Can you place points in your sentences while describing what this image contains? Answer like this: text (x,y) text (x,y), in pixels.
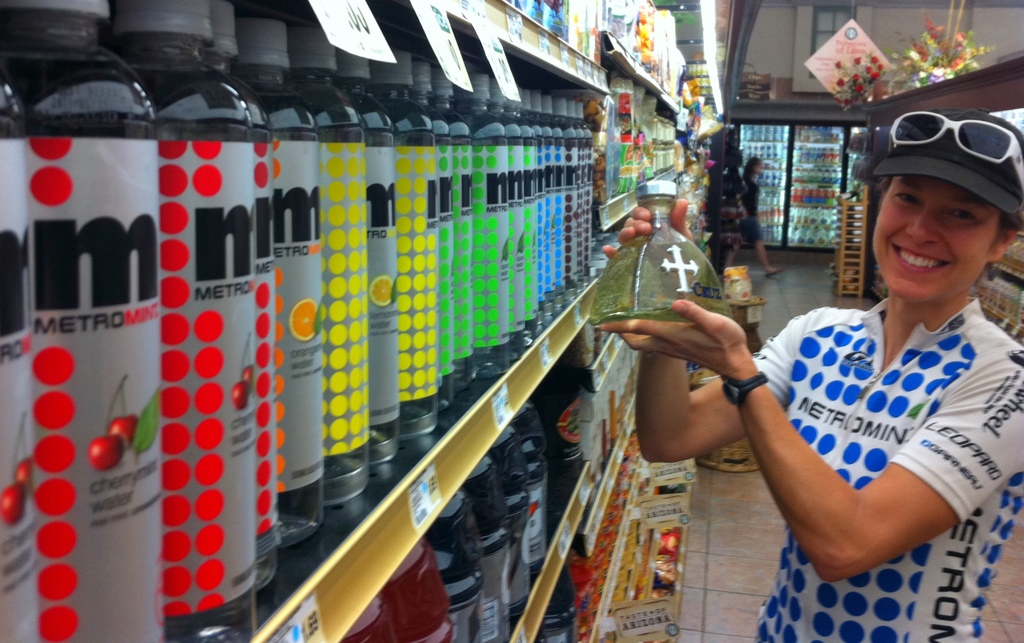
In this image I can see it looks like a store (557,300). On the right side (882,418) a girl (941,425) is standing and holding the liquor bottle (667,300). She wore white and blue color dress (946,439) and black color cap (1011,205) and smiling, at the back side (809,161) there is the refrigerator (822,170). On the left side (169,320) there are bottles (484,366) in the rack (504,396).
